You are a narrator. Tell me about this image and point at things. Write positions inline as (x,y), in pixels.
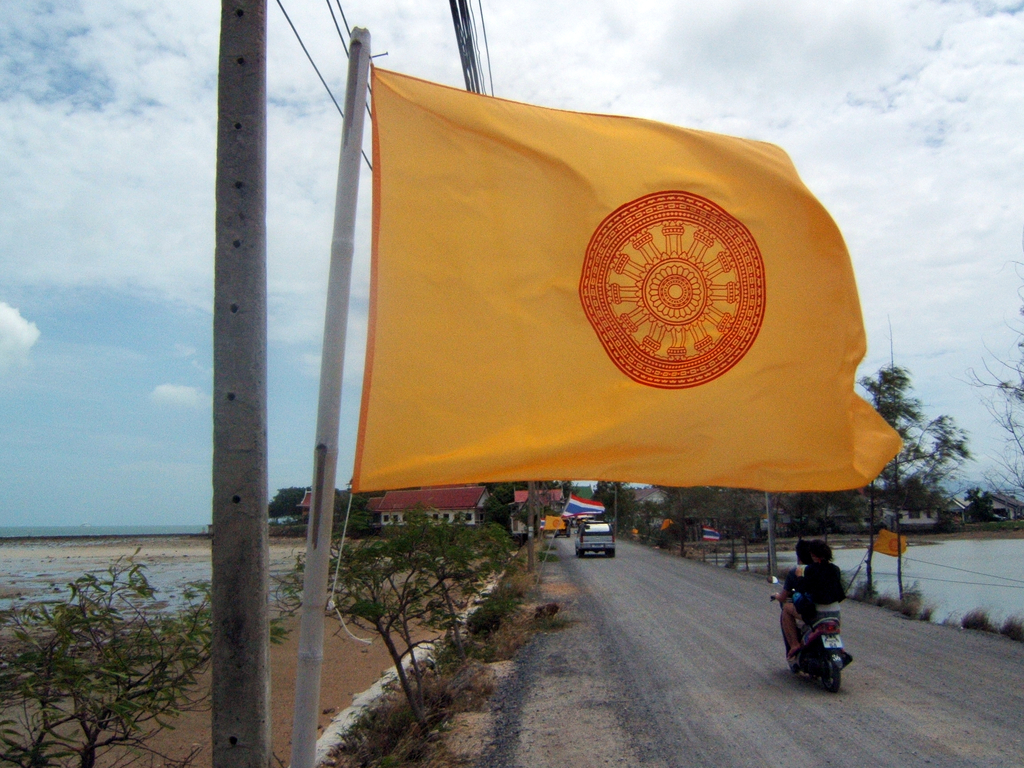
In this image, we can see flag (606,424) and poles (218,664). Background (946,573) we can see houses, trees (438,594), poles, flags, water (997,558), plants (160,724), ground (518,671), vehicles (813,623) and rod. Few people (824,614) are riding a vehicle (813,662) on the road (661,629). Here we can see the cloudy sky (982,304) and wires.
